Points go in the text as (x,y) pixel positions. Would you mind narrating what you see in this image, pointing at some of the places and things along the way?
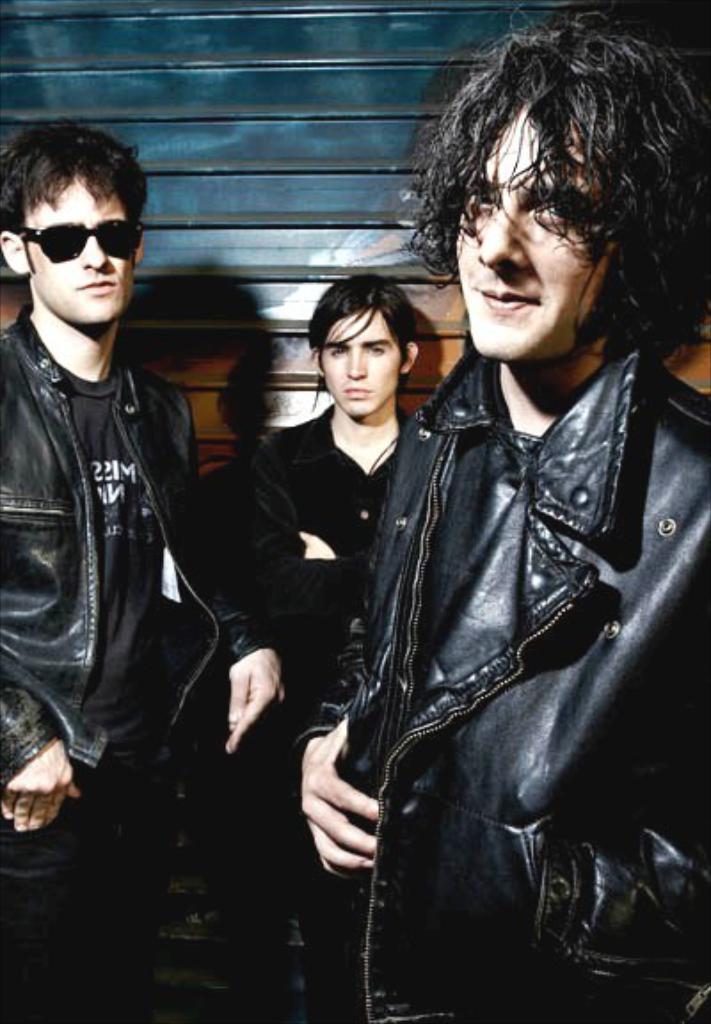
In the picture I can see three men (292,695) are standing and wearing dark color clothes (319,496). In the background (274,407) I can see a wall (356,234).
